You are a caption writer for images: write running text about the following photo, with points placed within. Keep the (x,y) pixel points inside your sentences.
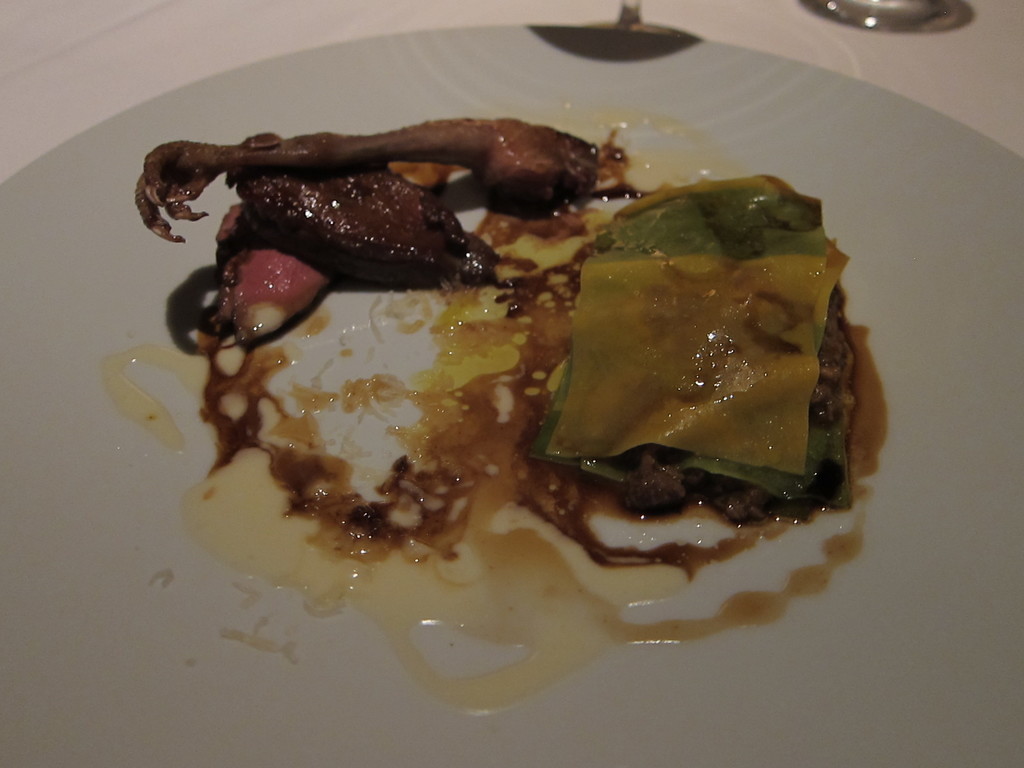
In the image we can see a plate (315,739), white in color. On the plate (987,552) we can see food item (386,229).
